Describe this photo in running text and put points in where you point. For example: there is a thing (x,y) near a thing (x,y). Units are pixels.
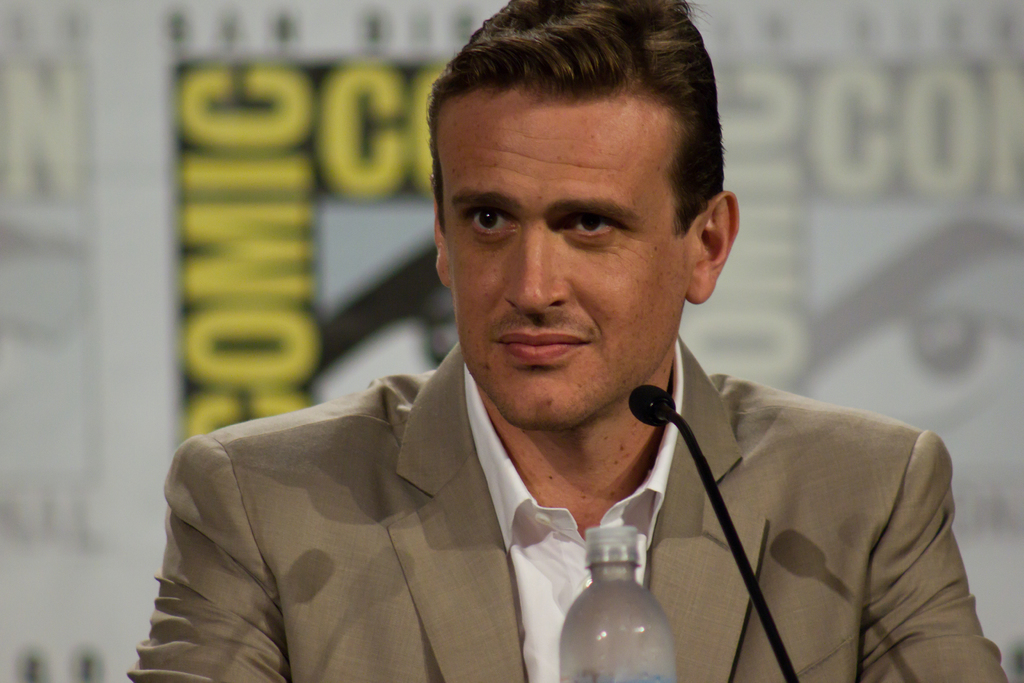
In the image there is a man (845,463) sitting in front of a microphone (642,393) and we can also see a bottle (657,650), in background (263,110) there are some hoardings (953,261).
